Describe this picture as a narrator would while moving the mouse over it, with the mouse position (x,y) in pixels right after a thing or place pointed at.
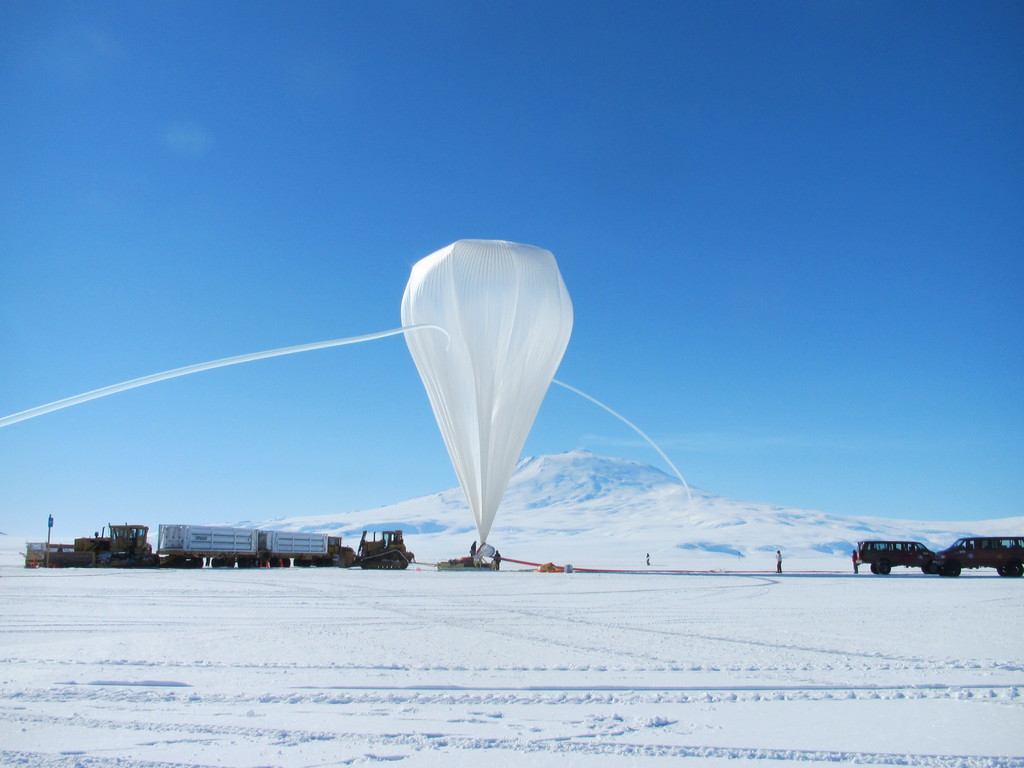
In the center of the image (520,352) there is a hot air balloon (487,525). There are trucks (404,546). There are vehicles (903,558). At the bottom of the image (406,695) there is snow (475,699). In the background of the image (416,529) there is a snow mountain (691,488) and sky (581,349).
